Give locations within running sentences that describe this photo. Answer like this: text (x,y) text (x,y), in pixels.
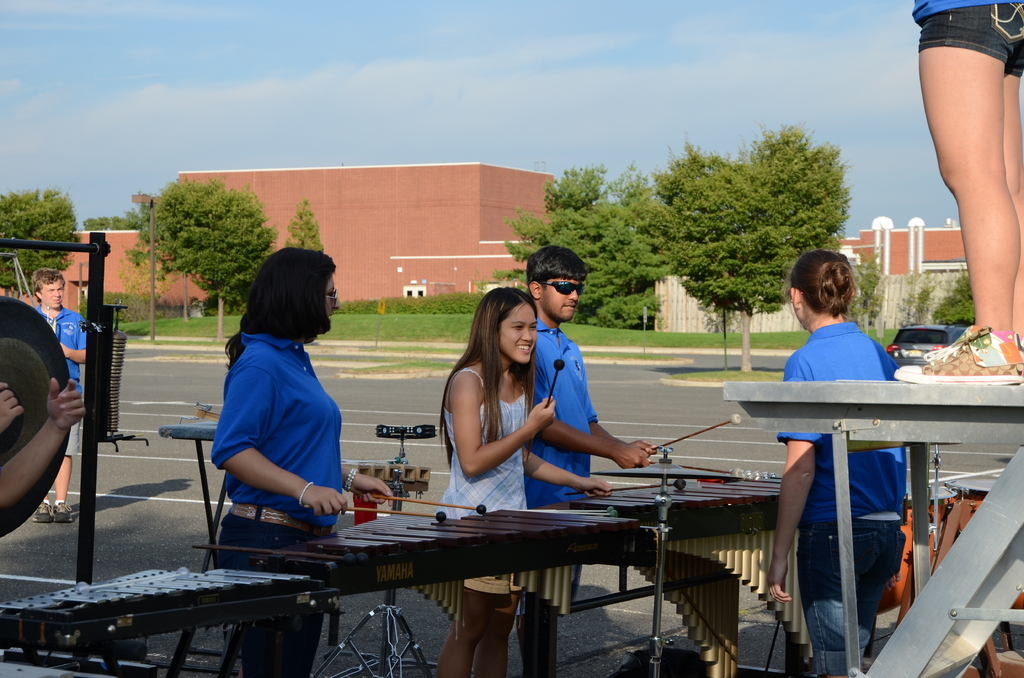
In this image, we can see persons (52,309) wearing clothes (527,502). There are three persons (525,411) holding sticks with their hands (376,489). There are musical instruments (458,548) at the bottom of the image (239,592). There is a table (967,427) in the bottom right of the image (963,592). There is pole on the left side of the image (100,401). There are some trees (208,243) and buildings (389,254) in the middle of the image (405,238). There is a sky (459,74) at the top of the image (505,89). There is a car (926,343) on the right side of the image (916,334).
